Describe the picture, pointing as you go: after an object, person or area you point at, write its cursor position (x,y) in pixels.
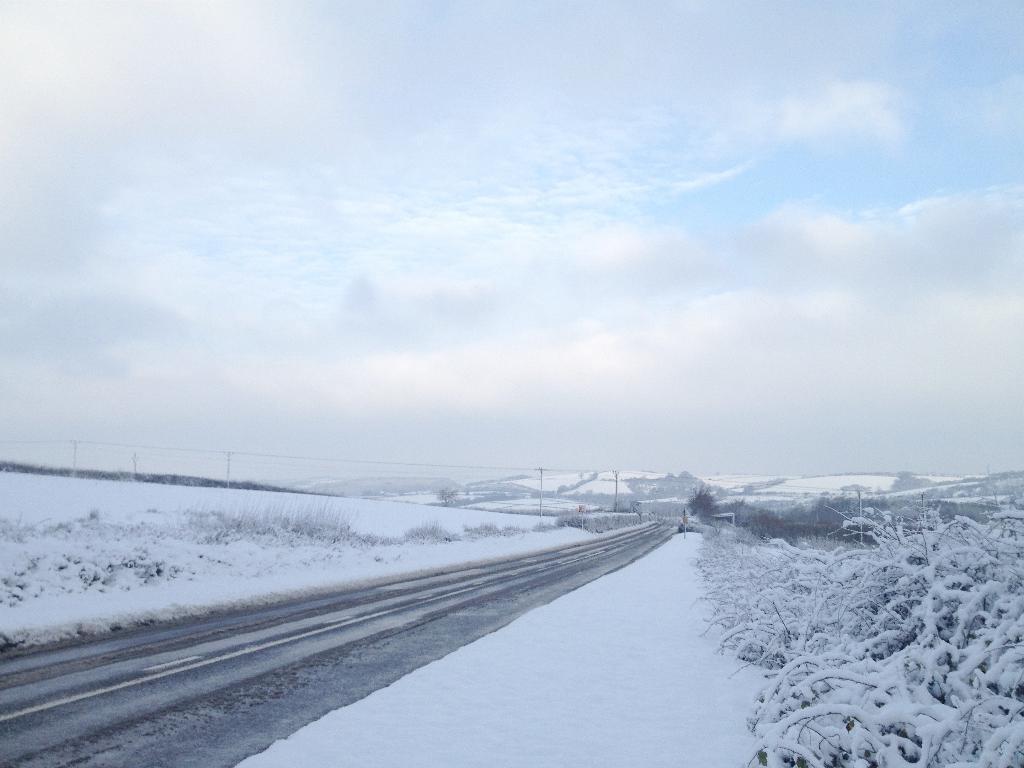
At the bottom of the picture (241,729), we see the road (226,678) which is covered with the ice (306,653). On the right side (796,652), we see the shrubs (812,653) or trees (934,584) which are covered with the ice (955,603). There are trees (213,482), electric pole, wires (156,448) and hills (575,494) in the background (742,496). At the top (513,188), we see the sky (490,261).
